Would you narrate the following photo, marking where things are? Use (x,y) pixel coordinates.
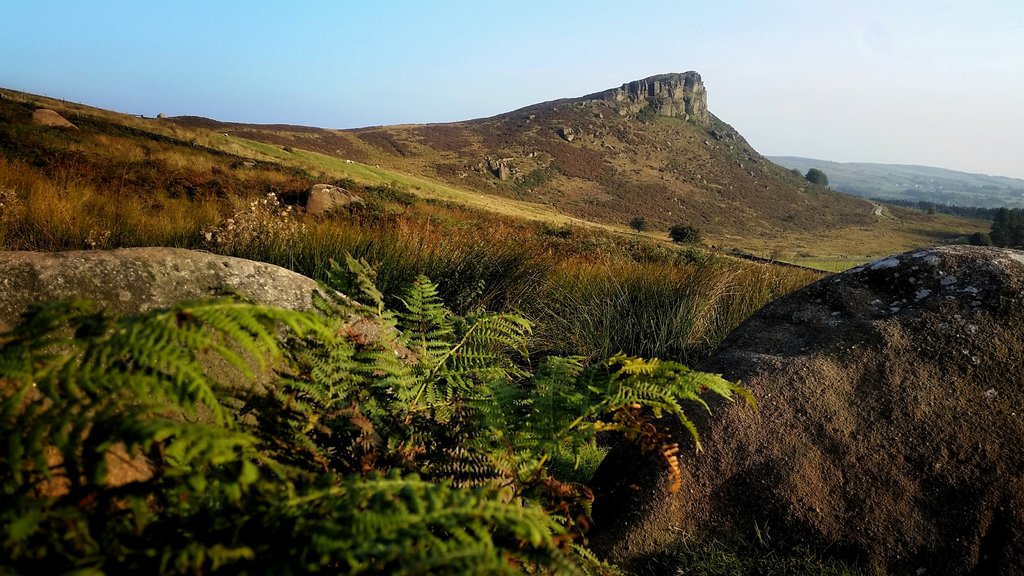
In the left side (185,408) there are ferns (331,393), in the right side (887,435) it is a rock (871,434), in the middle (559,207) it looks like a rocky hill (645,146). At the top (597,88) it's a sunny sky (547,68).
